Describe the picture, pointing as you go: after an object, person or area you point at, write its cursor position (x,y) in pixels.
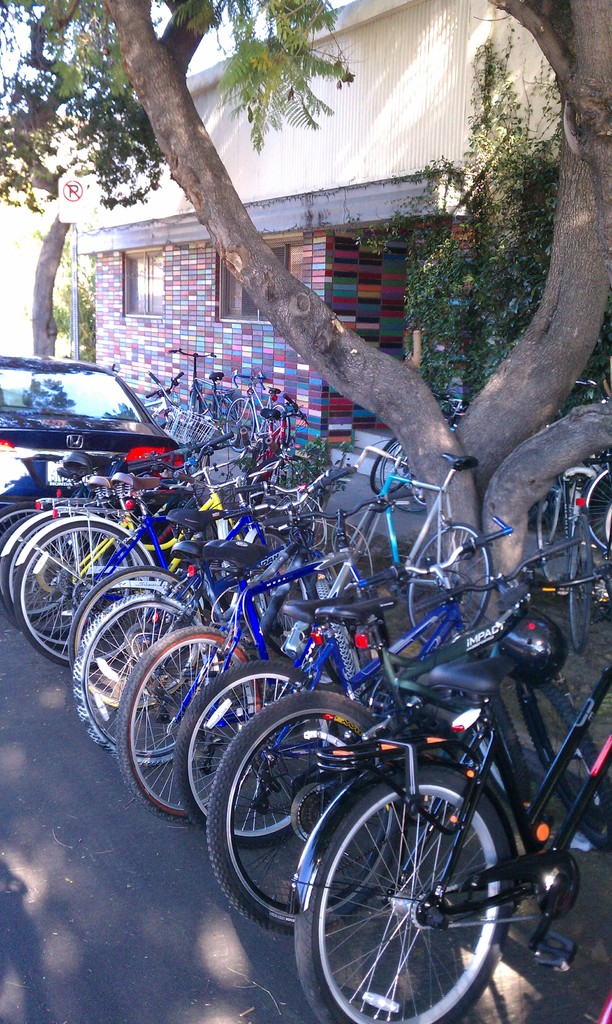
In this image we can see some bicycles (300,684), car (21,379) which are parked, there are some trees (230,244) and in the background of the image (254,327) there is a house (253,306).
